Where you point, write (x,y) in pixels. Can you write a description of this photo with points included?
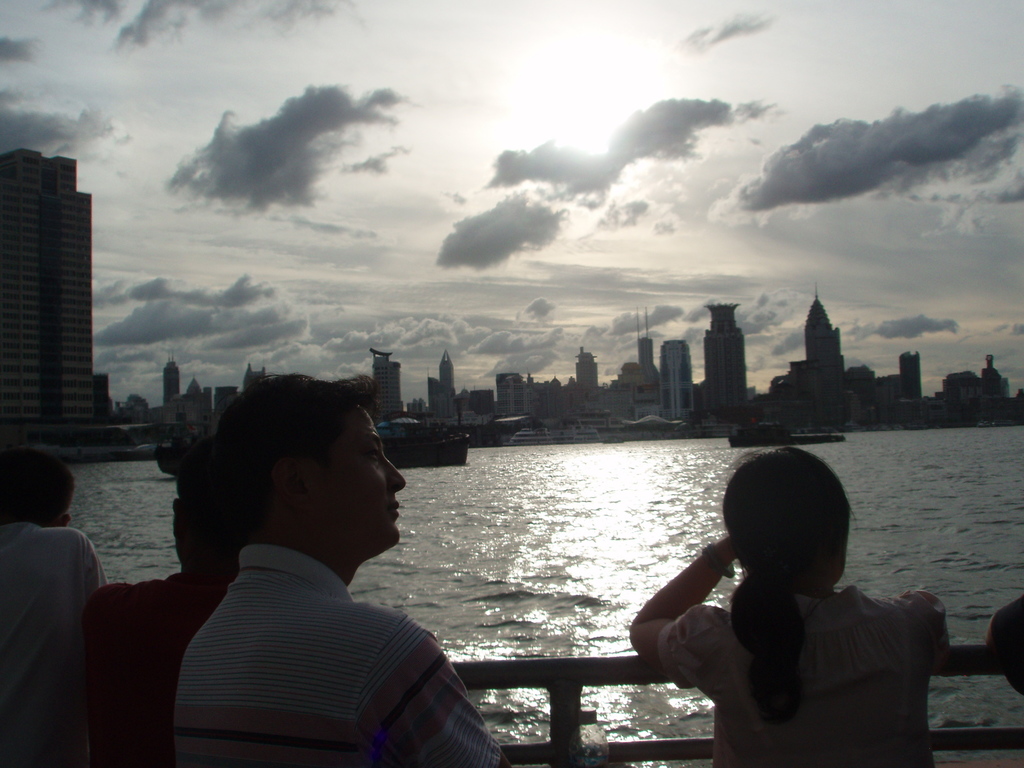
In this image I can see a person (308,621) wearing white, pink and blue colored shirt (309,667) is standing, few persons (838,653) standing, the railing (572,678) and the water (564,579). In the background (396,459) I can see few boats (427,442) on the surface of the water (511,486), few buildings (52,303) and the sky (557,317).
